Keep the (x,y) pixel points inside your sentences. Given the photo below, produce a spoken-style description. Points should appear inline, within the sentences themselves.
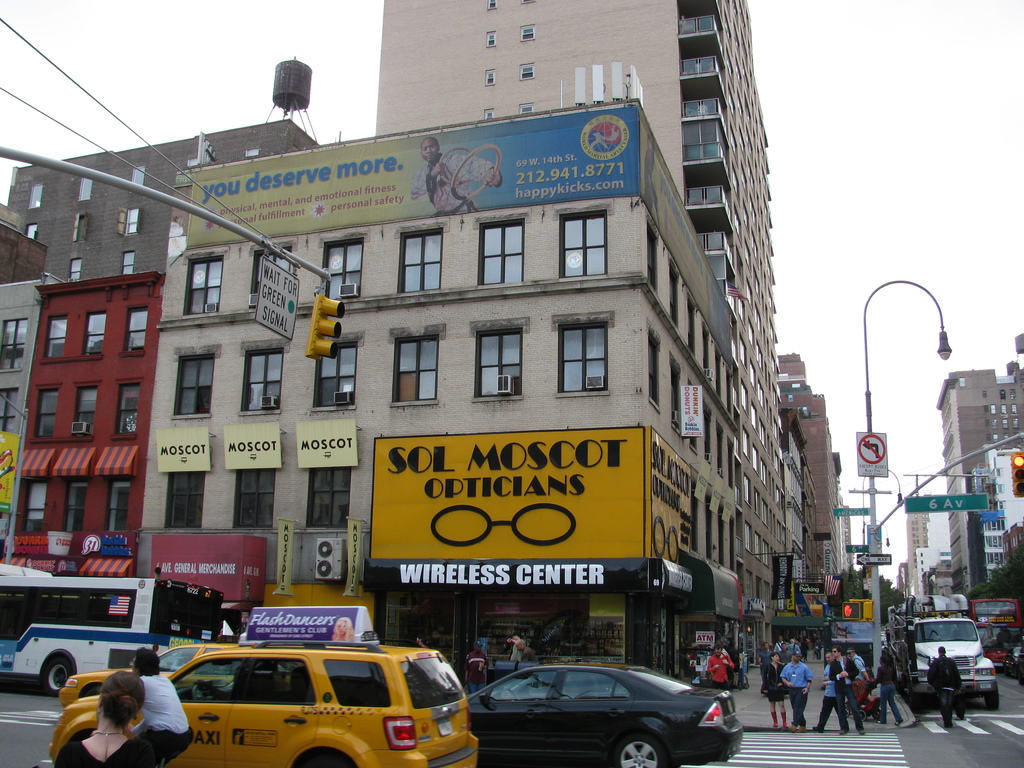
In this image we can see buildings (284,484), boards (568,517), pole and lights (315,326). At the bottom of the image (342,717), we can see vehicles (529,713), road (927,737), people (831,703) and pavement (770,704). At the top of the image (949,127), we can see the sky (314,113).
